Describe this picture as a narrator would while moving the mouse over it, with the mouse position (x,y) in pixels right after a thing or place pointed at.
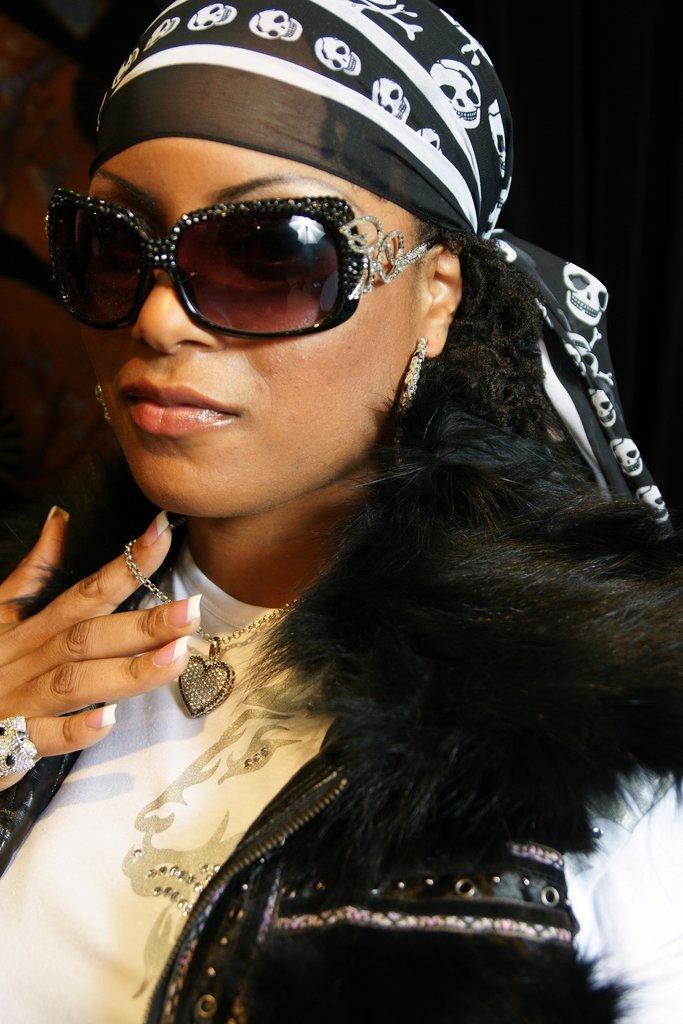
In this image I can see a woman (481,645), she is wearing goggles (367,289), white color t-shirt (237,839), black color coat (277,858).
